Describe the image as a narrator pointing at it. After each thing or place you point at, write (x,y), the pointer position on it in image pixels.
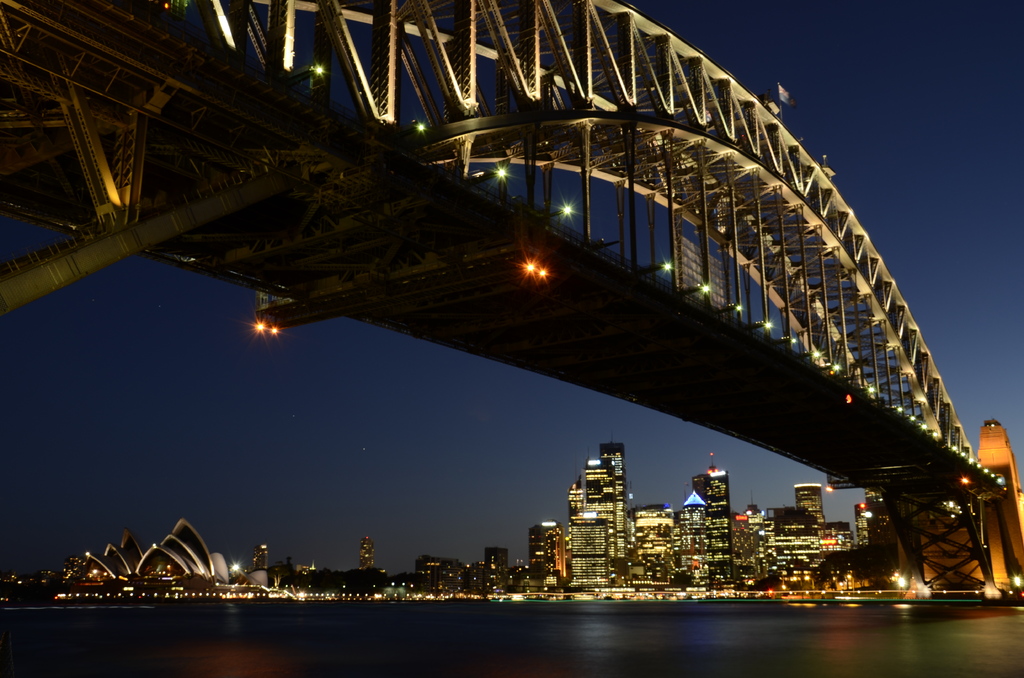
In this picture I can see at the bottom (490,608) there is water (178,620), in the middle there are buildings (800,519) with lights (755,528), at the top (497,201) there is a bridge (587,281) and the sky (127,434).
